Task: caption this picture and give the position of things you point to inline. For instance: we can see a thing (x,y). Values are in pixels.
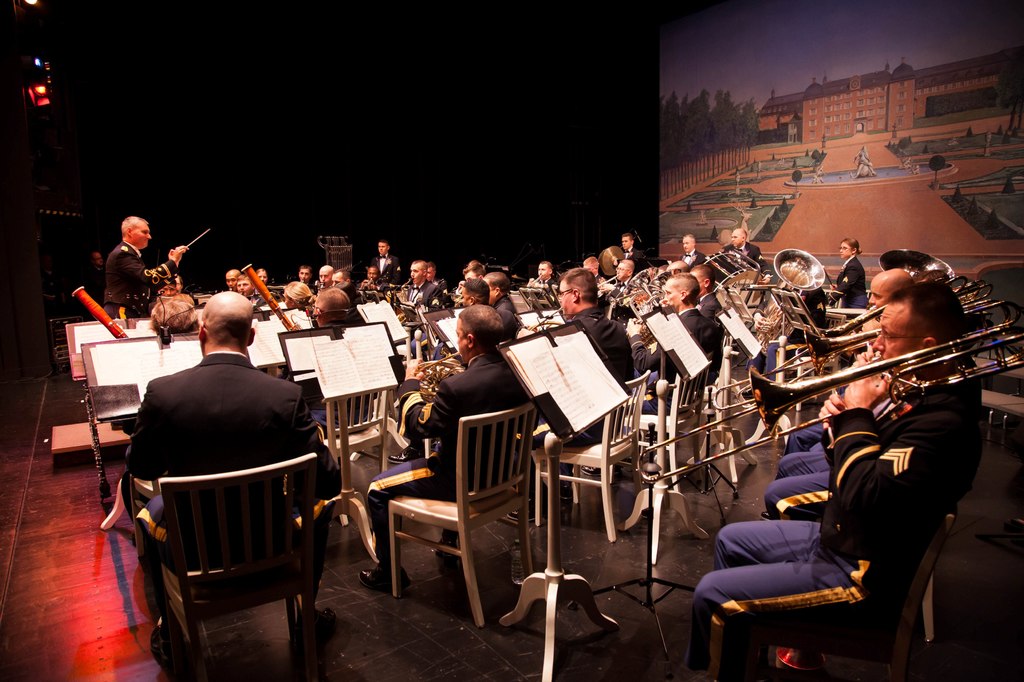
It is an orchestra (327,307) playing to the notes of the instructor (181,248).
